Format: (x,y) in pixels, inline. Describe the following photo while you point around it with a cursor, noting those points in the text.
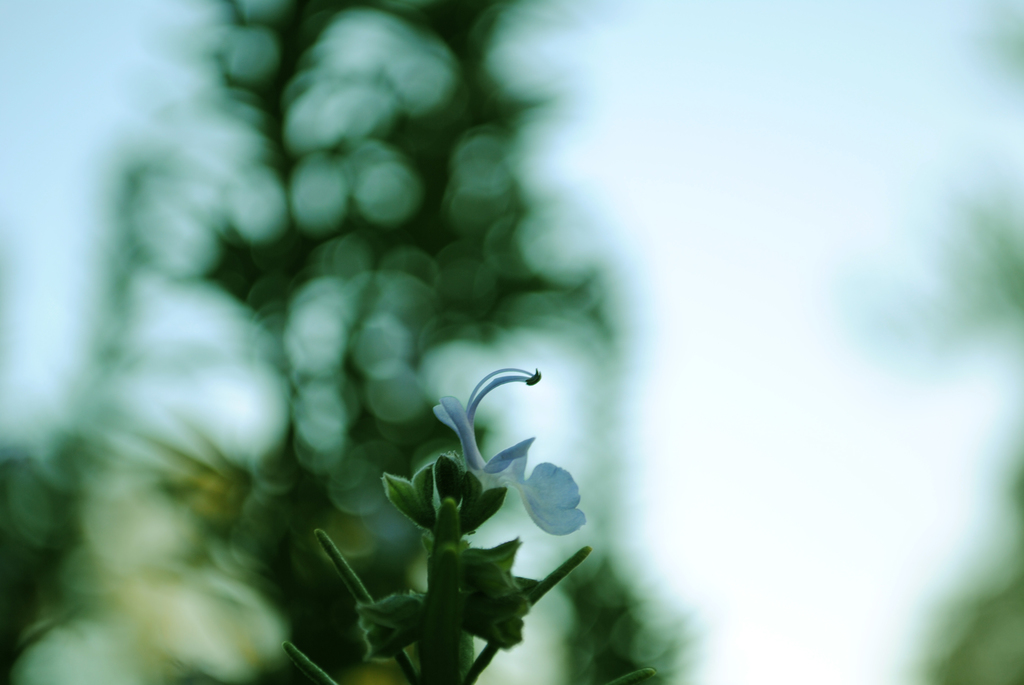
This image is taken outdoors. In this image the background (866,588) is a little blurred. In the middle of the image (513,451) there is a plant (524,580) with a white flower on it.
